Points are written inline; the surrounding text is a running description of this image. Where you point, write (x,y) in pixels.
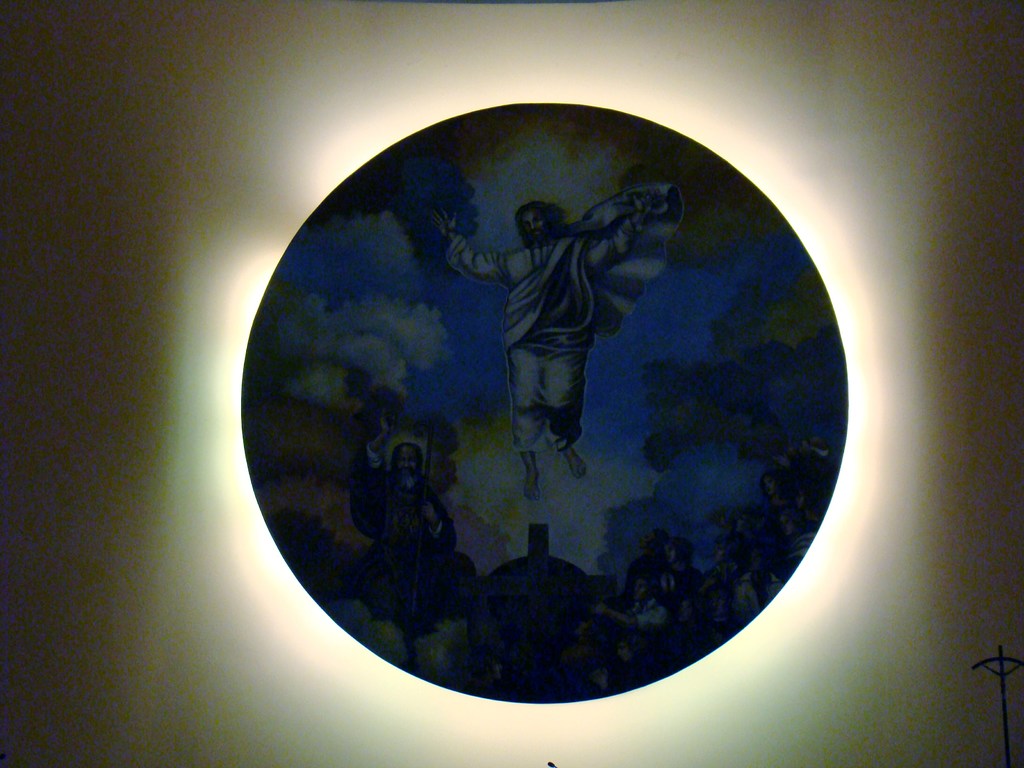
In this image I can see a picture (521,369) of the Jesus (527,330) on a round shaped object (496,322).
